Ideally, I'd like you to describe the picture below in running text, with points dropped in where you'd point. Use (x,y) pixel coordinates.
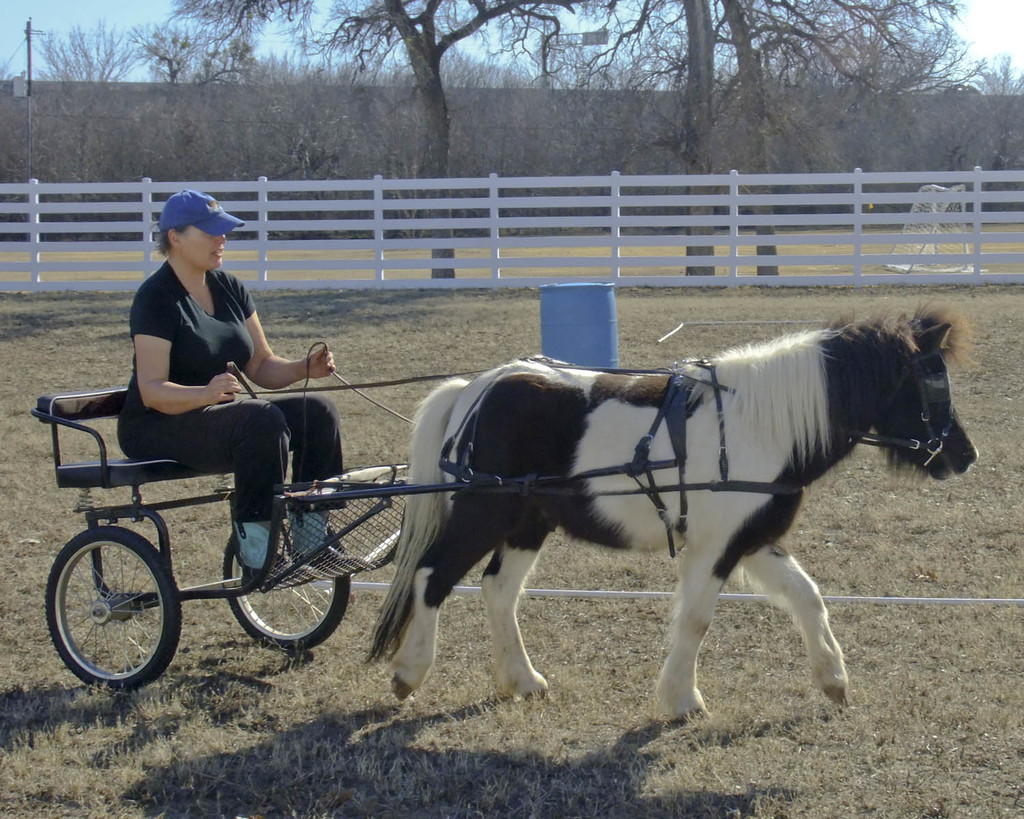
a person (253,513) is driving a pony cart (381,523). behind her there is a drum (594,298) and fencing (789,235). at the back (479,150) there are trees (370,129).
